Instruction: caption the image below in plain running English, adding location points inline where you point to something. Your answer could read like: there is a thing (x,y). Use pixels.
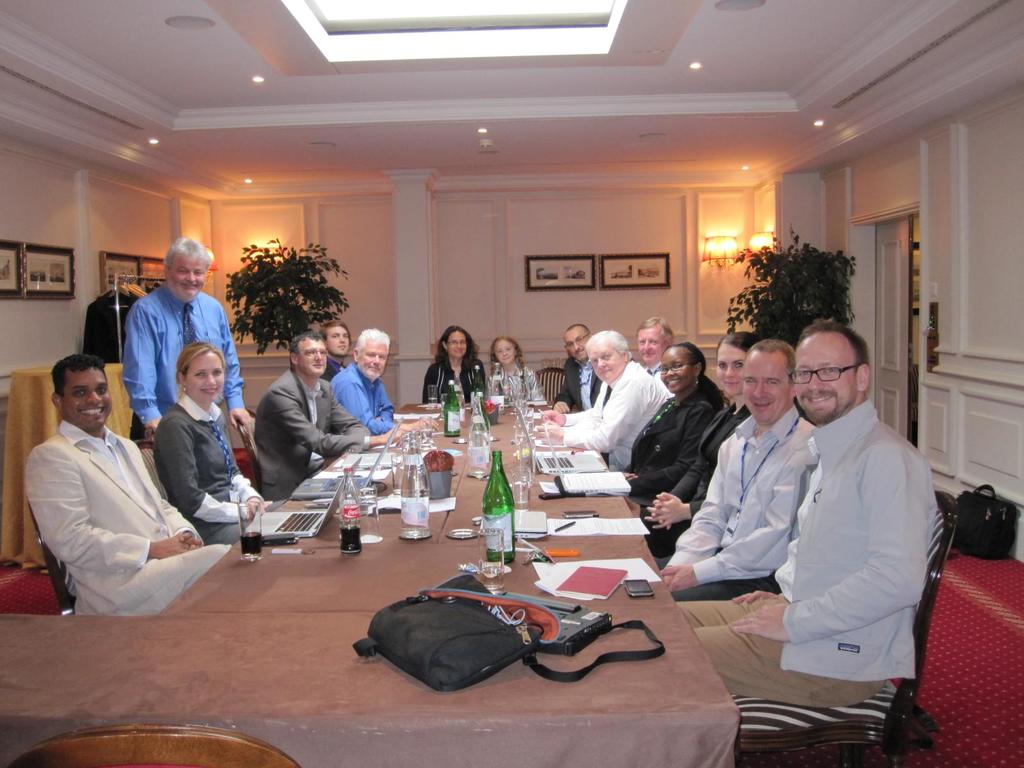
The image is inside the room (968,470). In the image there are group of people (349,390) sitting on chair (830,740) in front of a table (536,707), on table (302,718) we can see a cloth (562,540), bag (500,630), mobile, book (574,580), pen (561,527), bottle (348,537), drink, pen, laptop (312,513). On left side (187,332) there is a man (185,333) standing and we can also see a cloth (23,416), photo frame (51,287) on wall (53,306), plants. On right side (913,283) there is a door (893,280) on top (506,102) there is a roof (497,88) with few lights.
